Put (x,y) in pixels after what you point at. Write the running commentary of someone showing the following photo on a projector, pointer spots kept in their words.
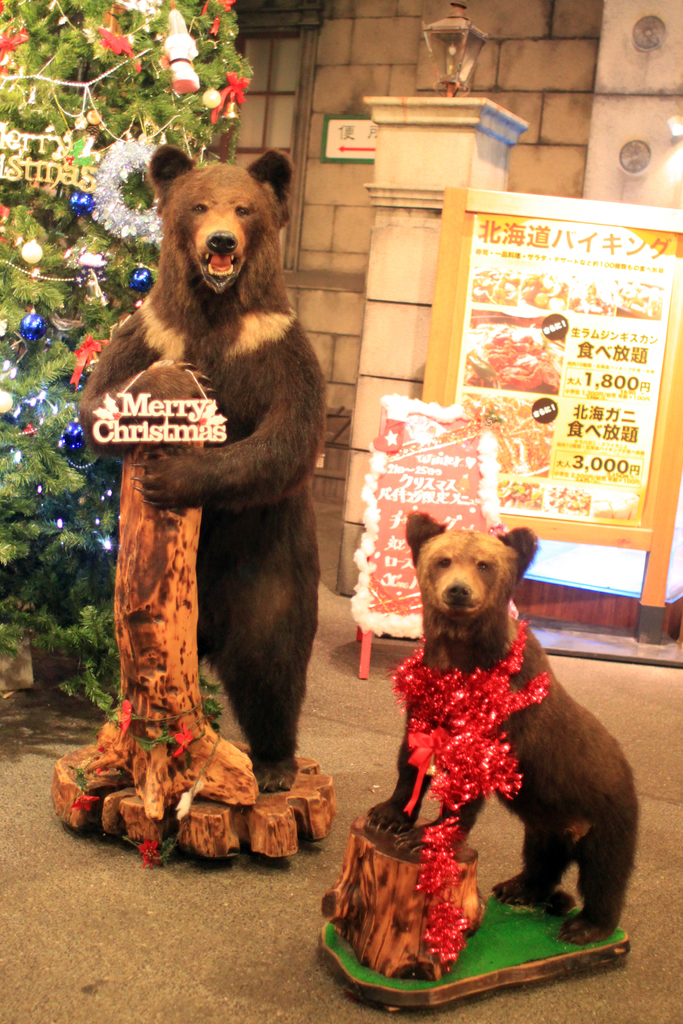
In this picture we can observe two bears (248,396). One of the bear (265,655) is holding a wooden log (127,669) and the other bear (411,815) is standing on the wooden log (392,855). We can observe a tree (64,315) which was decorated with lights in the left side (33,217). In the background (471,315) there is a poster (527,396) and a wall (392,73).
